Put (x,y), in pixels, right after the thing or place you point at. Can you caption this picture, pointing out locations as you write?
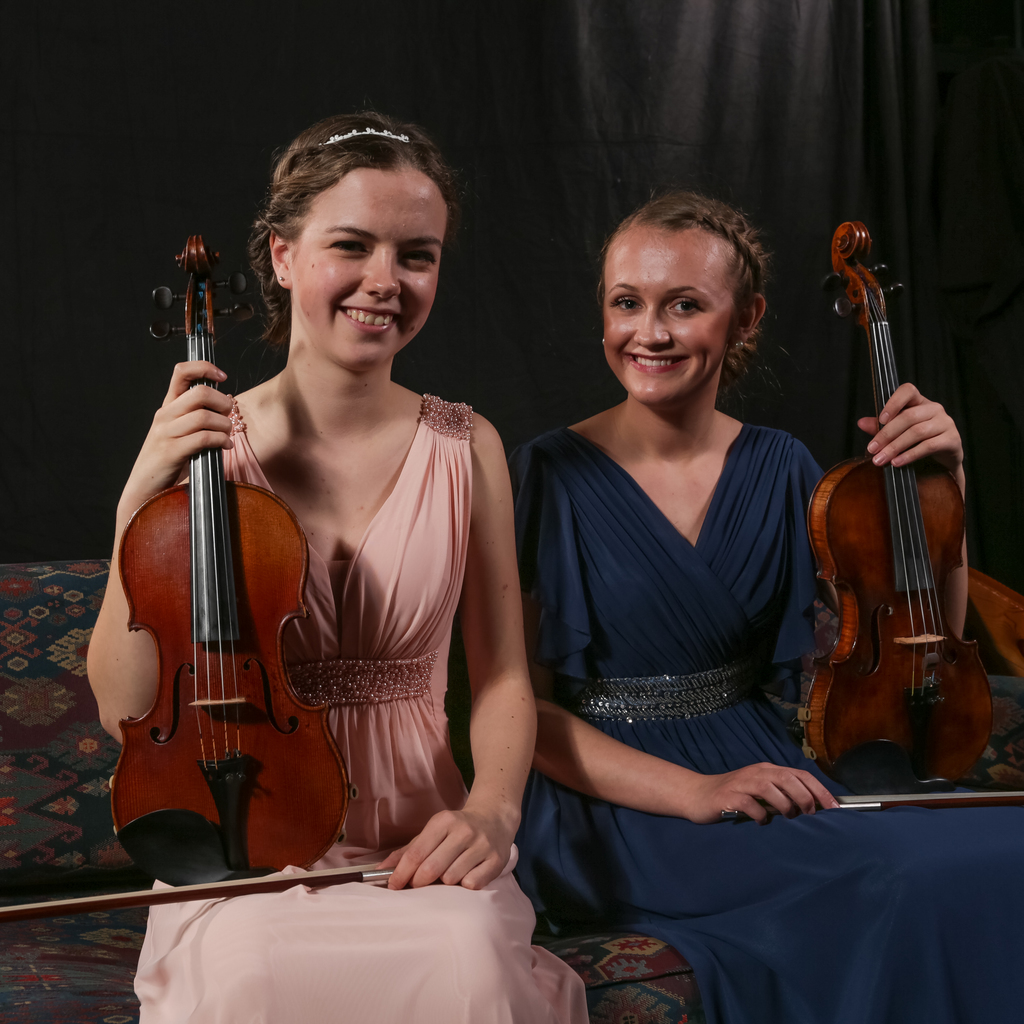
In this image I see 2 women (384,256) and I also see that 2 of them are smiling and holding the musical instrument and they are sitting on the couch (26,987).
